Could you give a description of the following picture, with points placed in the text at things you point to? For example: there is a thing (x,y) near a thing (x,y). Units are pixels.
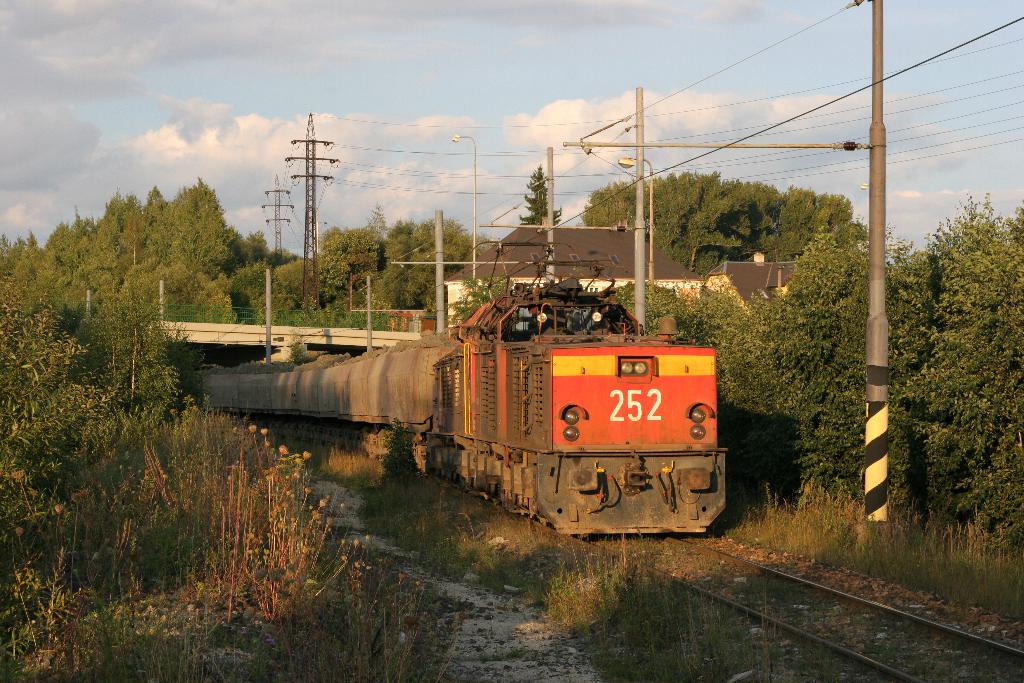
In the image there is a train (610,438) going on track (750,573) in the middle (435,427) with plants (54,514) on either side of it and behind it there is a bridge (211,311) above it with a building (665,276) on the right side (774,287) and above its sky (391,68) with clouds (354,123).
